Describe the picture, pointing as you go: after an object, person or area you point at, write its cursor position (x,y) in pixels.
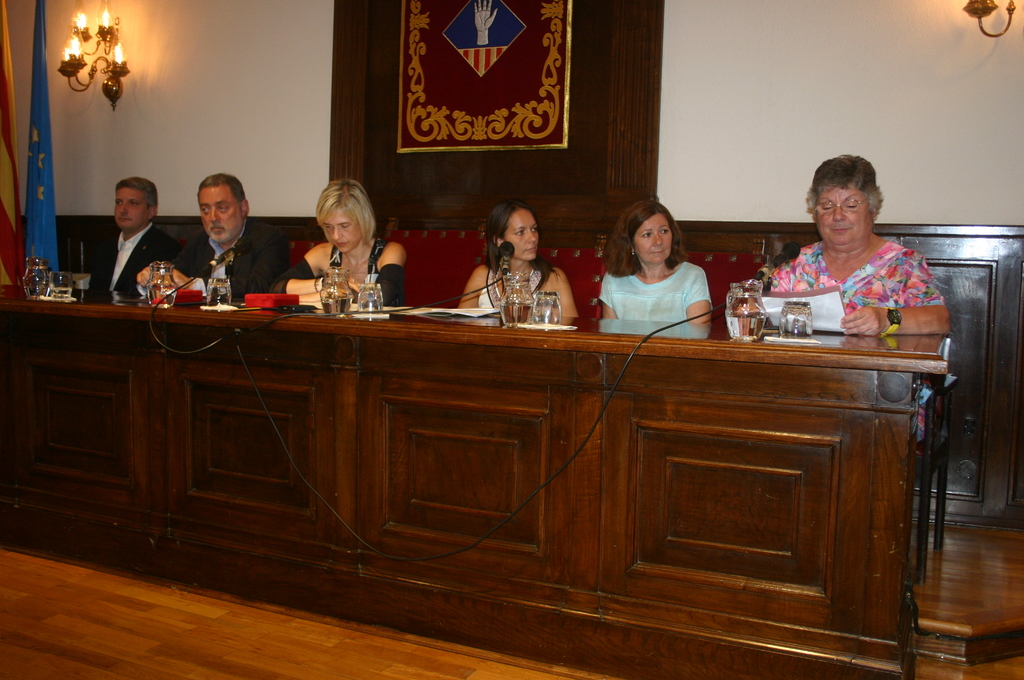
There are many persons (147,220) sitting. On the right (838,273) end a lady (859,277) wearing a floral dress (869,284), watch (891,315) and spectacles (831,210) is holding a paper (831,319). On the table (558,331) there are jug (520,307), glasses (545,322), papers (444,312), mics (225,261). In the background (439,86) there is a banner (466,70), chandelier (78,40) and two flags (38,179) in the left corner (41,183).
